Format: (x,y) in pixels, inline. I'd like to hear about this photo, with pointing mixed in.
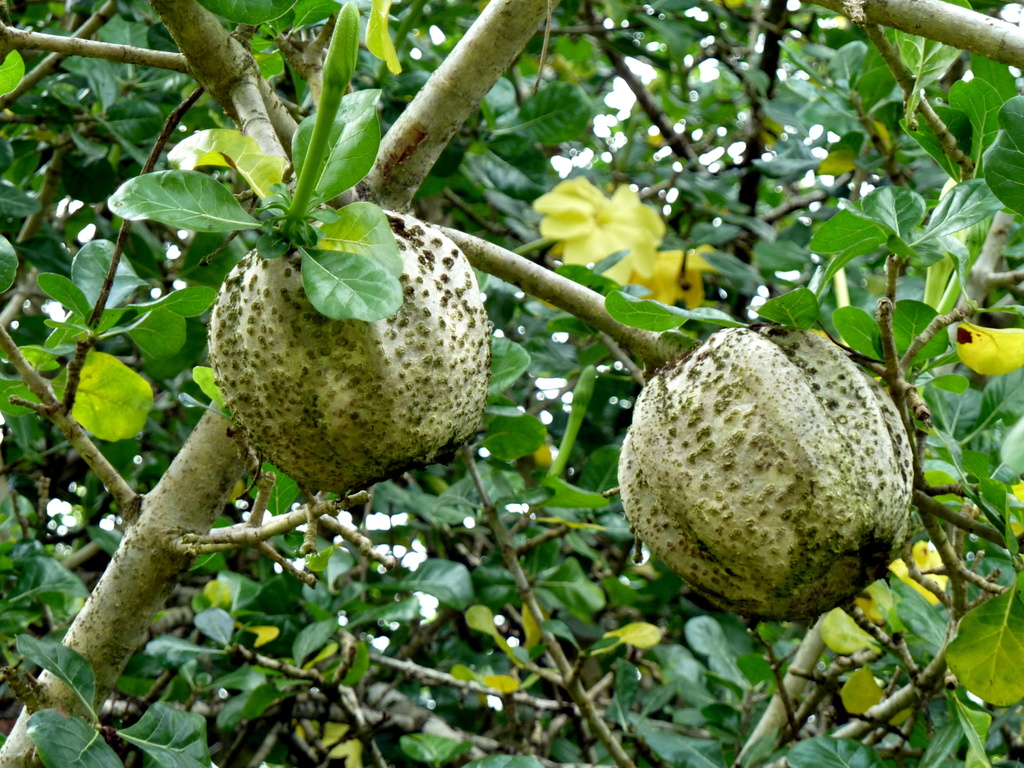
In this image I can see a tree (453,479) along with the fruits (643,440), flowers (646,226), buds (336,42) and leaves (369,601). The flowers (626,219) are in yellow color.
